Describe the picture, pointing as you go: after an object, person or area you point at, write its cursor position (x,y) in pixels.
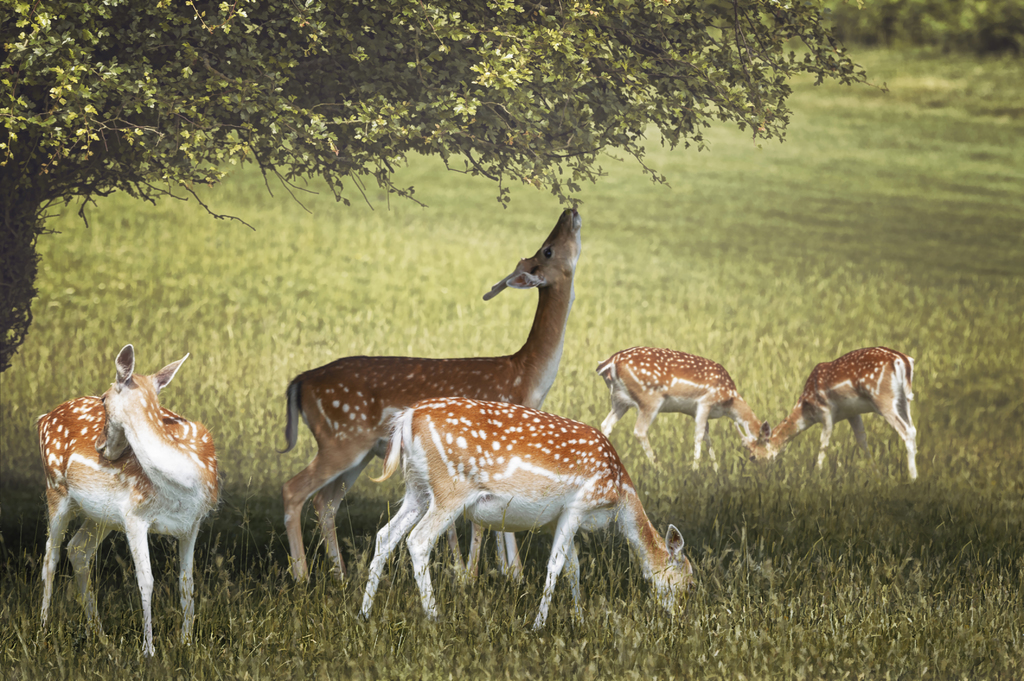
Land (705,226) is covered with grass (551,546). Here we can see deers (544,364). This is tree (365,89).
